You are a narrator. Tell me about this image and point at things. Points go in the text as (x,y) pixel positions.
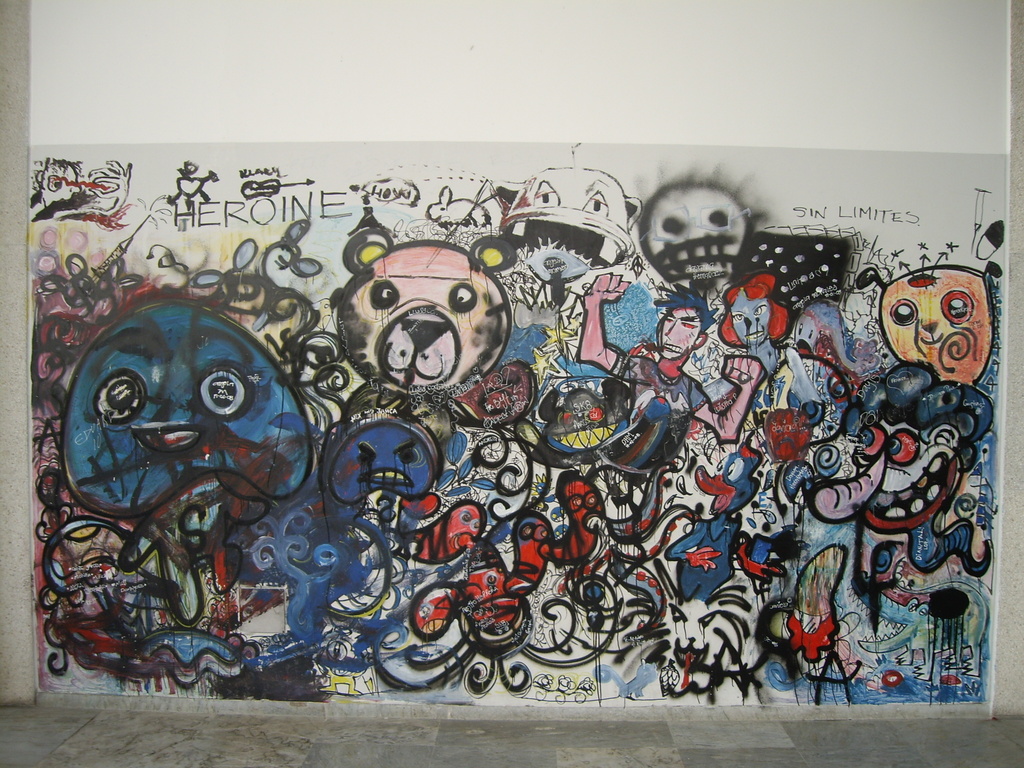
In this image there is a painting (558,419) on the wall (336,280) with some text (204,224) written on it.
